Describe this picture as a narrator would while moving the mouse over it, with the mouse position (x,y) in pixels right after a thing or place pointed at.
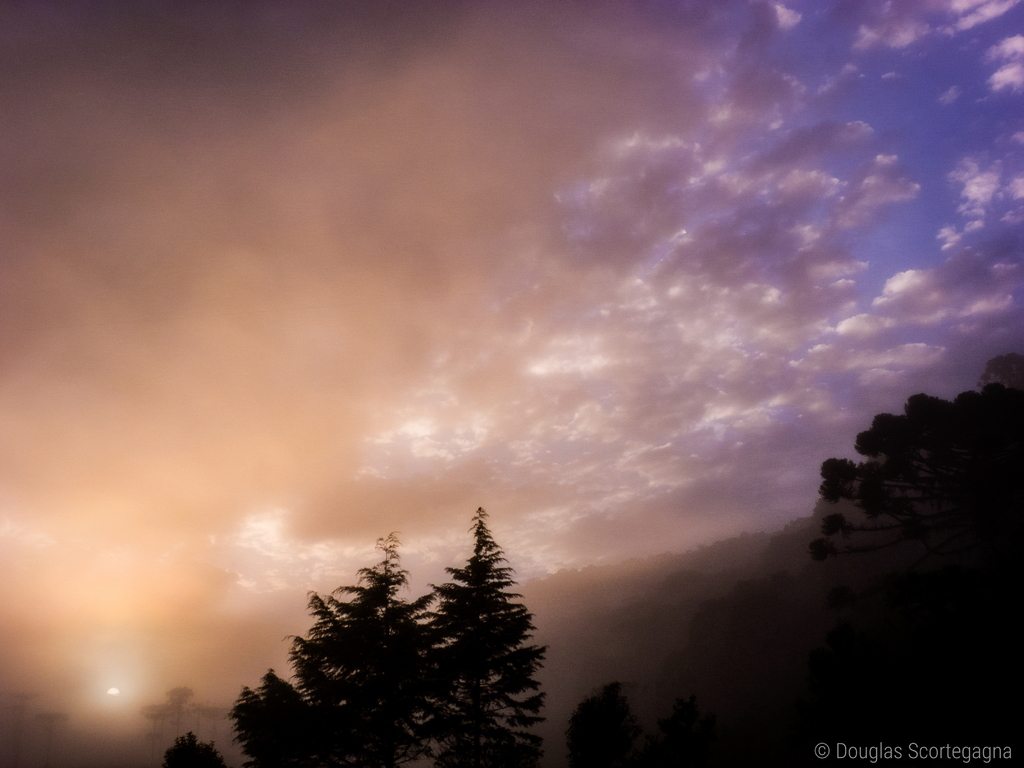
This is an outside view. At the bottom of the image (359,682) I can see the trees (906,600). On the top (518,167) I can see the sky (682,113) and clouds (440,208). On the right bottom of the image (911,758) I can see some text (914,751).
